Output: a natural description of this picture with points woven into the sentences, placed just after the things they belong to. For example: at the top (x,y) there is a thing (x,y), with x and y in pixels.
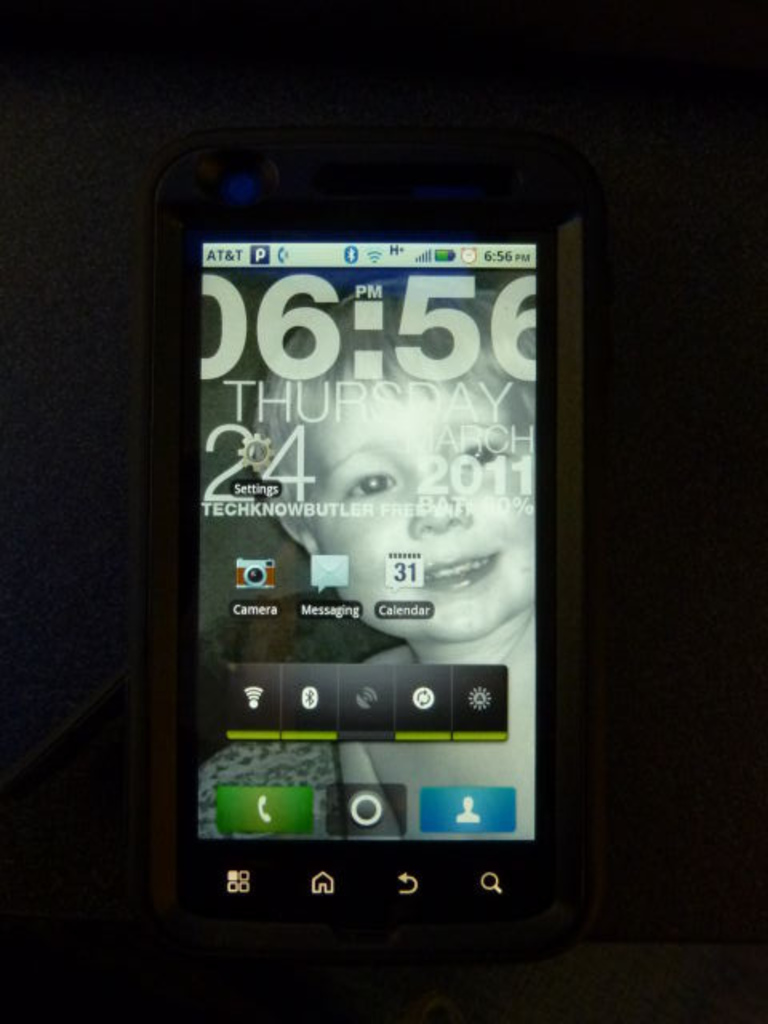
In the center of the image (478,414) we can see a mobile (311,625).
